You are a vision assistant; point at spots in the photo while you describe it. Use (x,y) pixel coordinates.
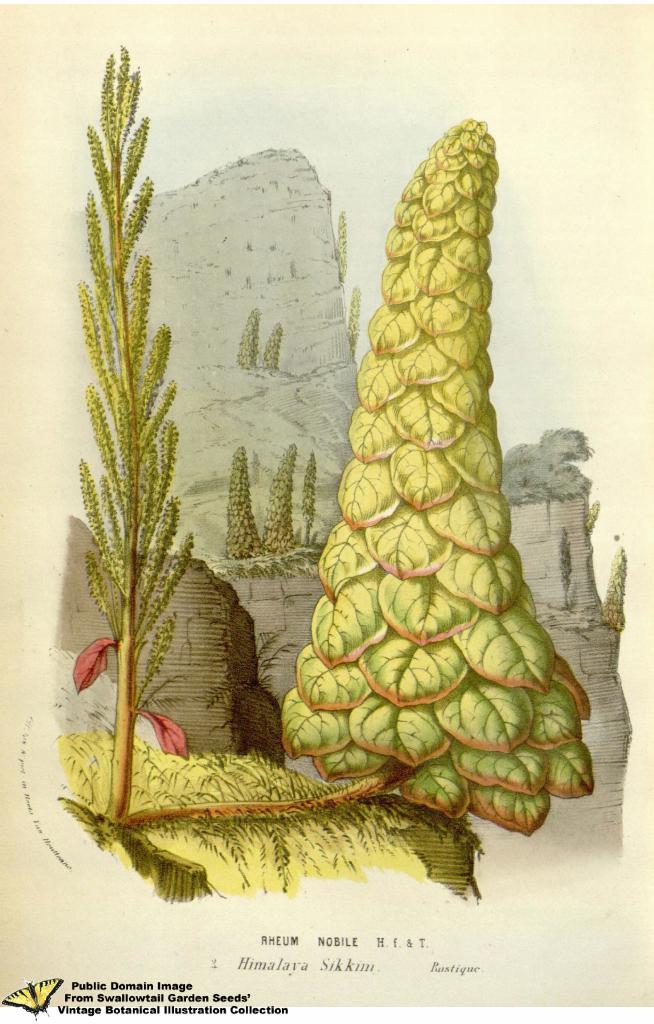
Here in this picture we can see an animated image, in which we can see plants (122,268), rocks (275,632) and trees (244,458) present all over there.
